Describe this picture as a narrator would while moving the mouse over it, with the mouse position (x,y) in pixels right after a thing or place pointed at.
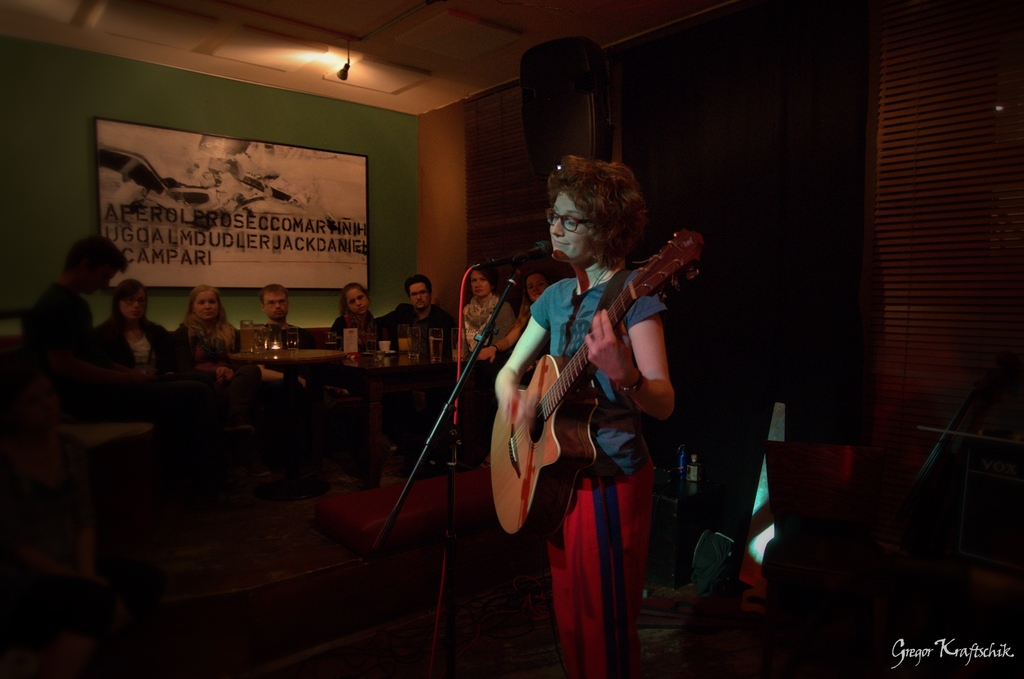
In this picture we can see a woman (564,232) who is standing in front of mike (544,244). She has spectacles (552,220) and she is playing guitar (579,431). On the background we can see some persons (478,304) are sitting on the chairs (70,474). This is table (320,352). On the table (406,363) there are glasses (294,340). This is wall (395,167) and there is a frame (238,238). Here we can see a light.
